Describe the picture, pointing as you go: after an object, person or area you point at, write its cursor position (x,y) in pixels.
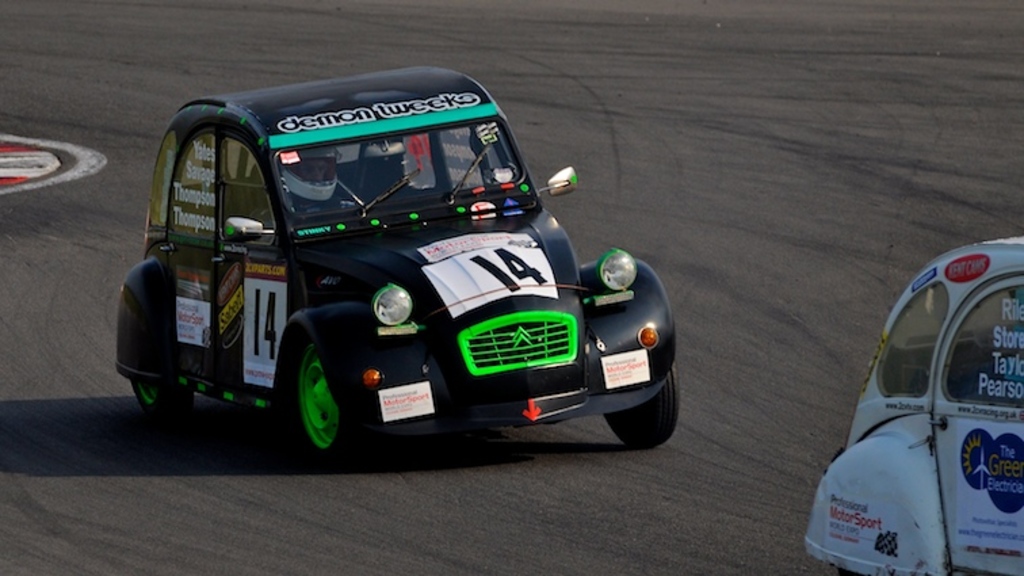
In this image I can see the cars (436,259) with some text (334,117) written on it. I can also see the road (730,166).
